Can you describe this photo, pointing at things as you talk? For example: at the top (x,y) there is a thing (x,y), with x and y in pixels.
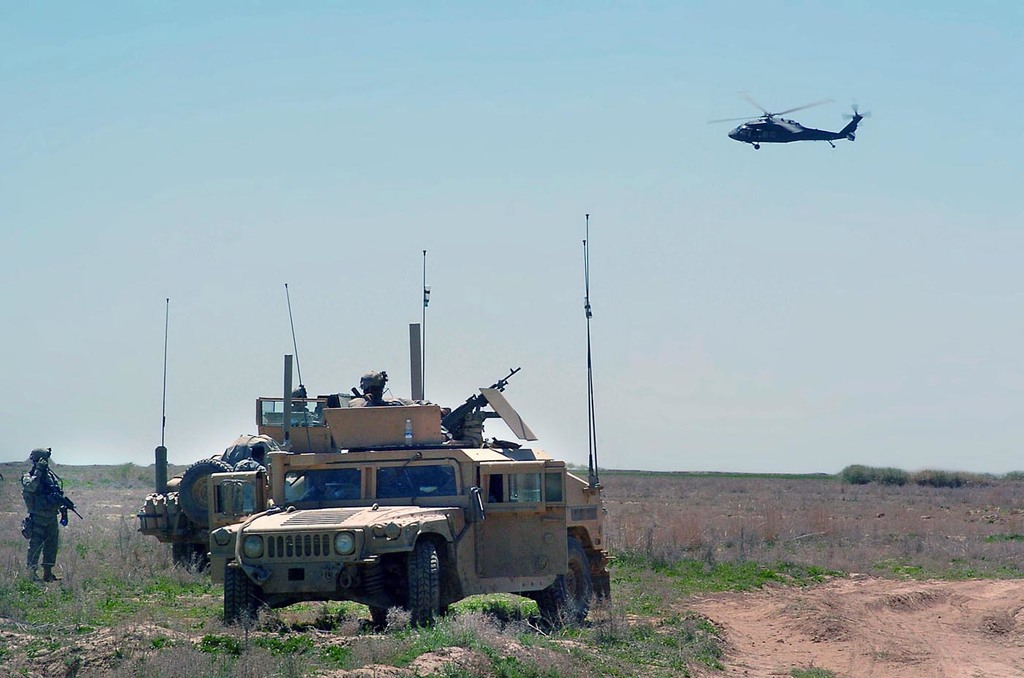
In this image in the center (382,426) there are some vehicles (381,570), and in the vehicles (331,555) there are some persons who are holding guns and also there are some objects (236,450) in the vehicle (334,538). On the left side (50,525) there is another person (50,525), who is standing and he is holding a gun (62,501). At the bottom (286,675) there is grass (689,660), sand (788,617) and some stones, and in the background (752,474) there is grass (917,496). And at the top of the image (752,133) there is one helicopter (764,129) and at the top (200,186) there is sky (241,228).
